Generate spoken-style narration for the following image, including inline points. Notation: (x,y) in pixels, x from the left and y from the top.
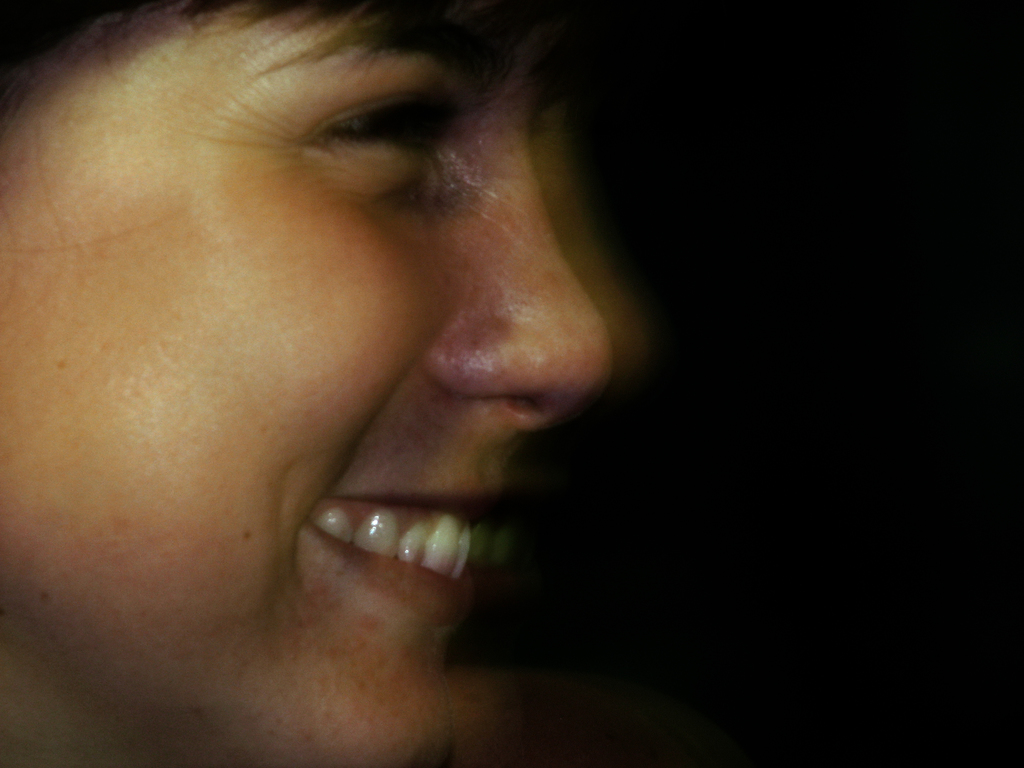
In this image, we can see the face (547,372) of a person (405,738). We can also see the dark background (988,739).
